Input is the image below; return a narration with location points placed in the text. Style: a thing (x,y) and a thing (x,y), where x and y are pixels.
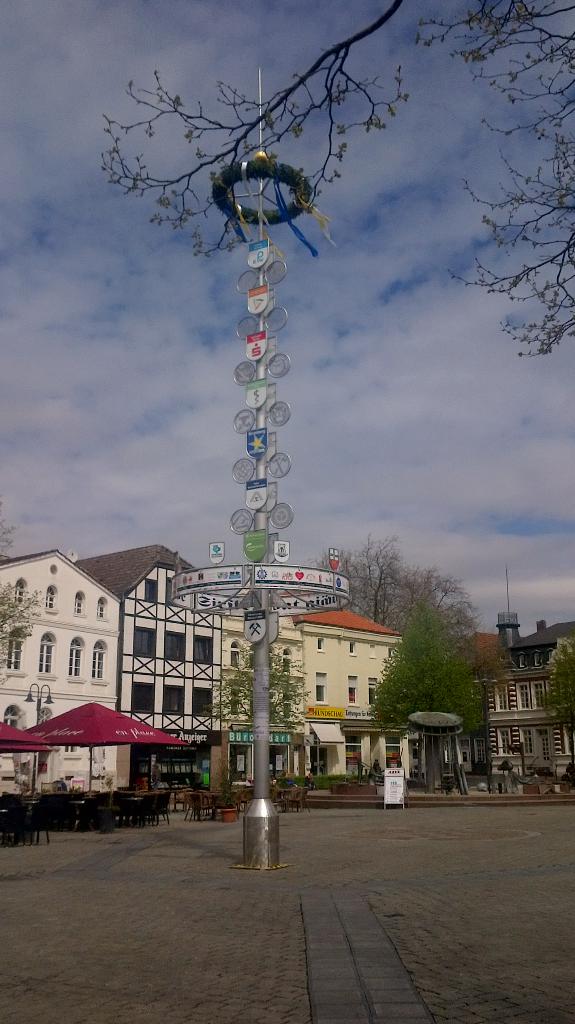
In this image I can see the ground (316,917), a metal pole (275,850) and few boards (206,586) attached to the metal pole (258,299) and I can see a tree (533,14). In the background (118,719) I can see few tents (56,718) which are red in color, few buildings (160,649), few trees (415,639), a board (362,709), few chairs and the sky (116,316).
